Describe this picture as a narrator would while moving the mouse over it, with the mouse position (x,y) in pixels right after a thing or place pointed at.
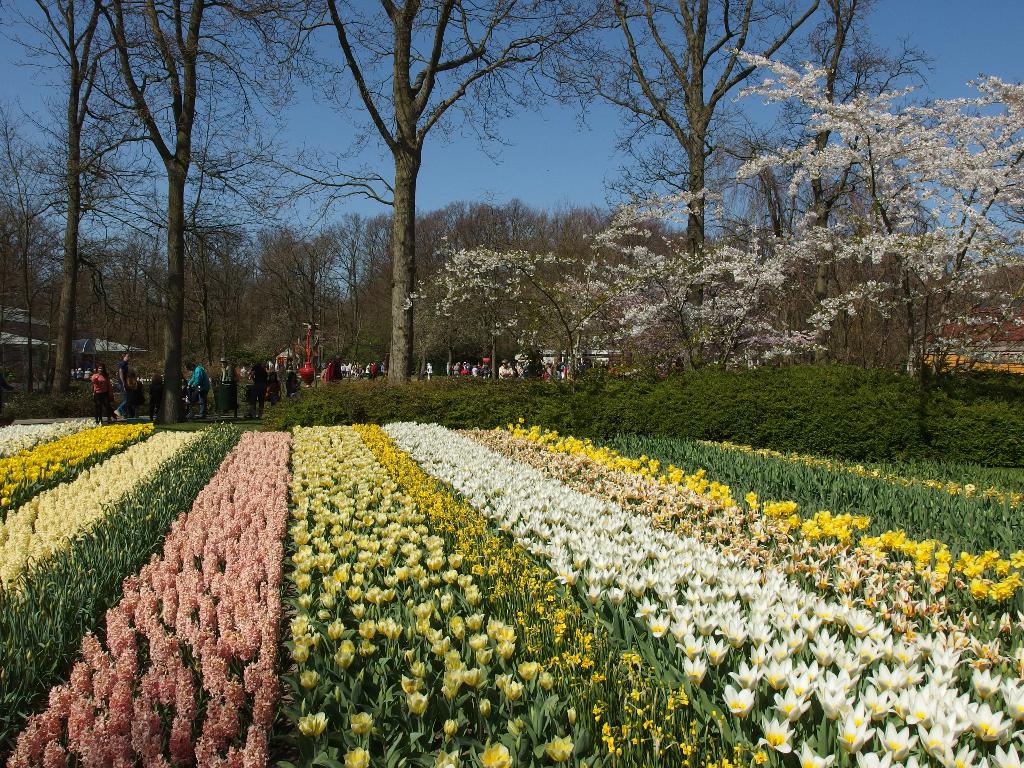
In this image we can see a group of plants (471,548) with flowers (570,663). We can also see some people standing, a group of trees (413,341), some tents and the sky (605,168) which looks clear.
